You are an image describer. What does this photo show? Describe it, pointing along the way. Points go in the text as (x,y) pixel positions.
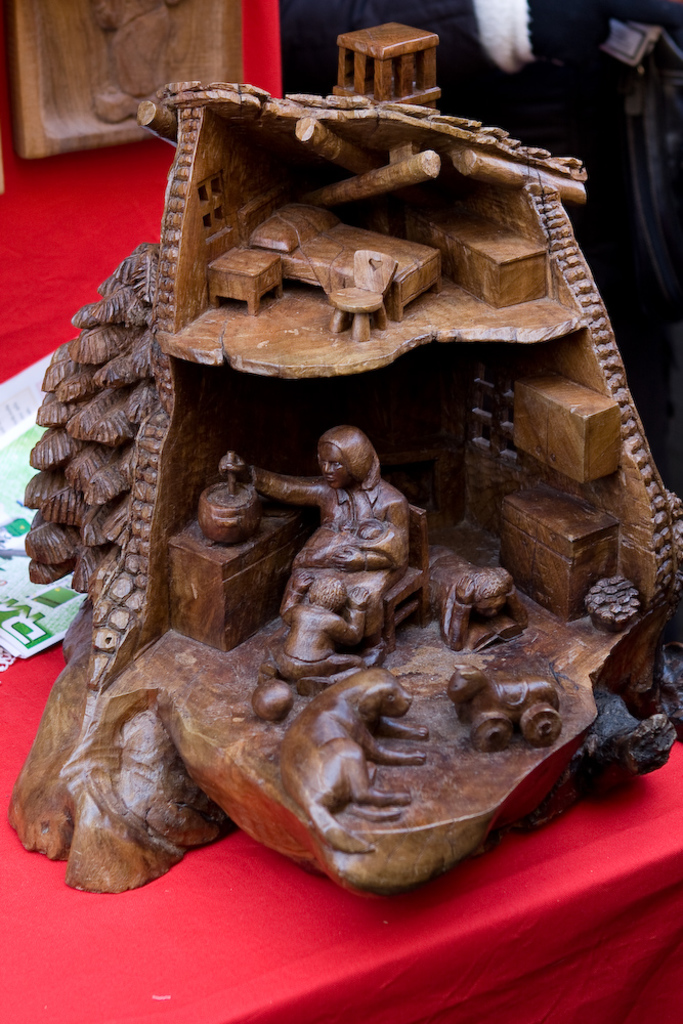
In this image I see the sculptures (168,120) which are of brown in color and they're on the red color cloth (140,176) and I see it is black over here and I see the white color thing (520,41) over here and I see a paper (24,370) over here.
